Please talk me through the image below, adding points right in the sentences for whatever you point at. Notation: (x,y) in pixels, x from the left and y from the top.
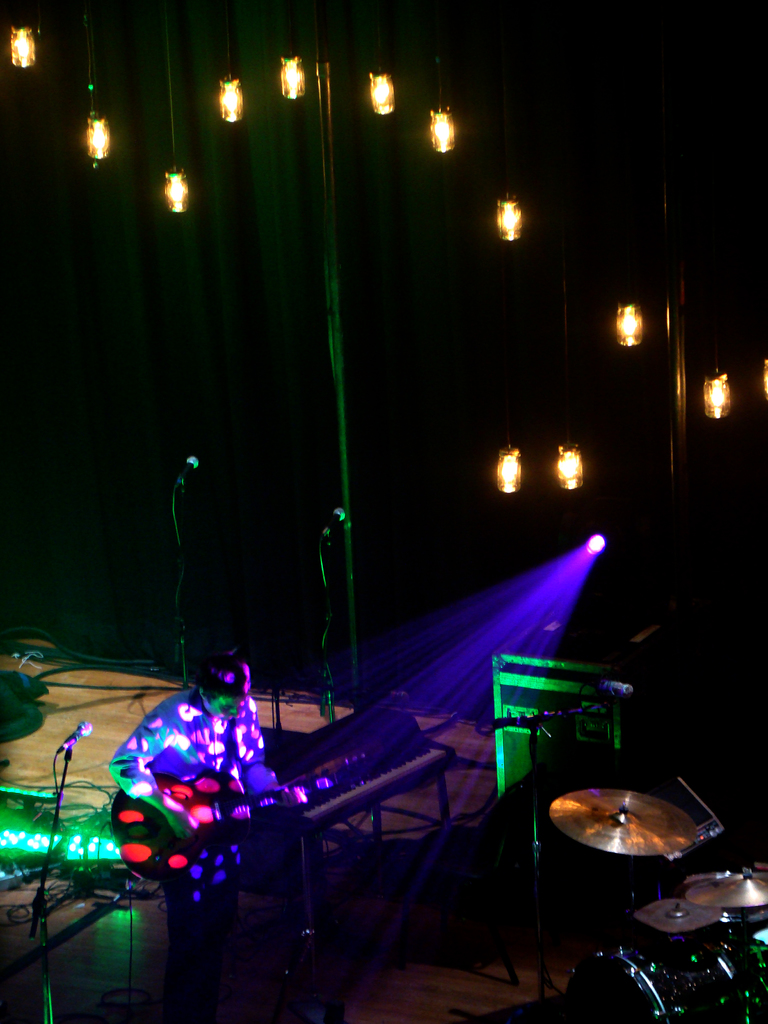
In this image we can see a person (199,919) playing guitar (175,865), there is microphone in front of him, on the right side of the image (624,850) there are some drums (651,827), microphones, sound box (591,673) and on left side of the image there are also some microphones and lights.
